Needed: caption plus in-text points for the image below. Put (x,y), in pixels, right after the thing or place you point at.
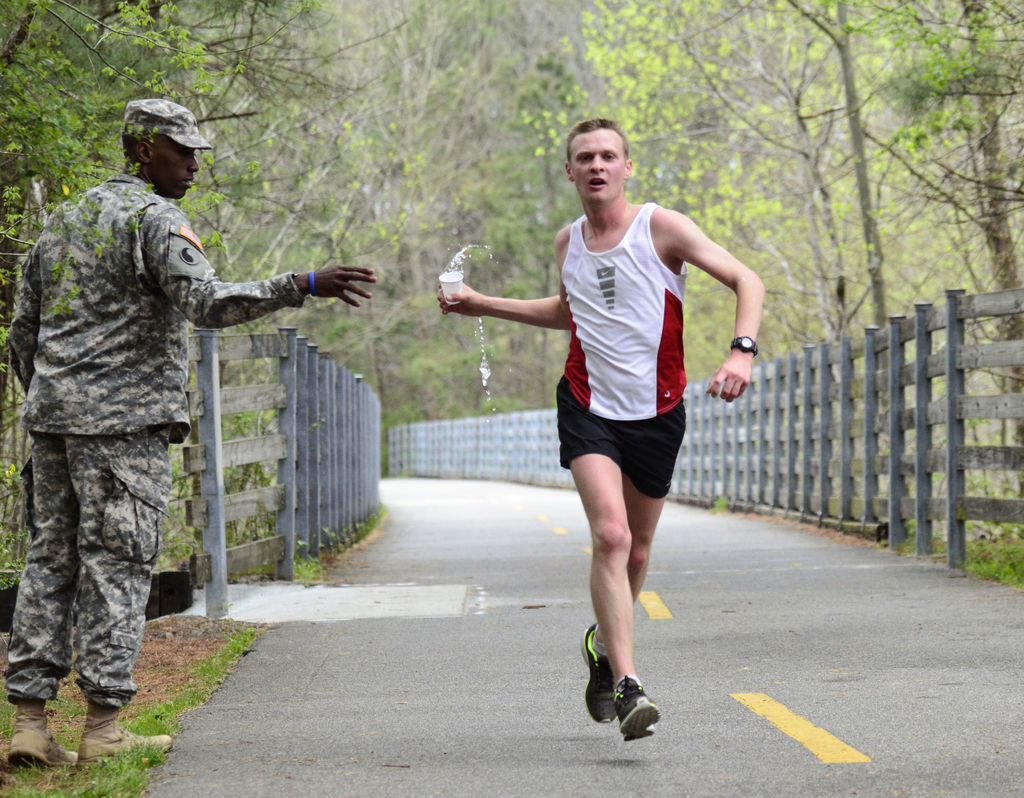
In the middle of the picture (588,403), we see the man (624,308) is holding a glass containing the liquid (460,259) in his hand (466,291). He is running on the road (478,647). On the left side (167,315), we see a man (13,359) in the uniform (58,547) is standing and he is trying to hold the glass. On either side of the road (883,569), we see the road railing (338,472). There are trees (767,169) in the background (554,240). At the bottom (350,750), we see the road (205,763) and the grass (117,761).
